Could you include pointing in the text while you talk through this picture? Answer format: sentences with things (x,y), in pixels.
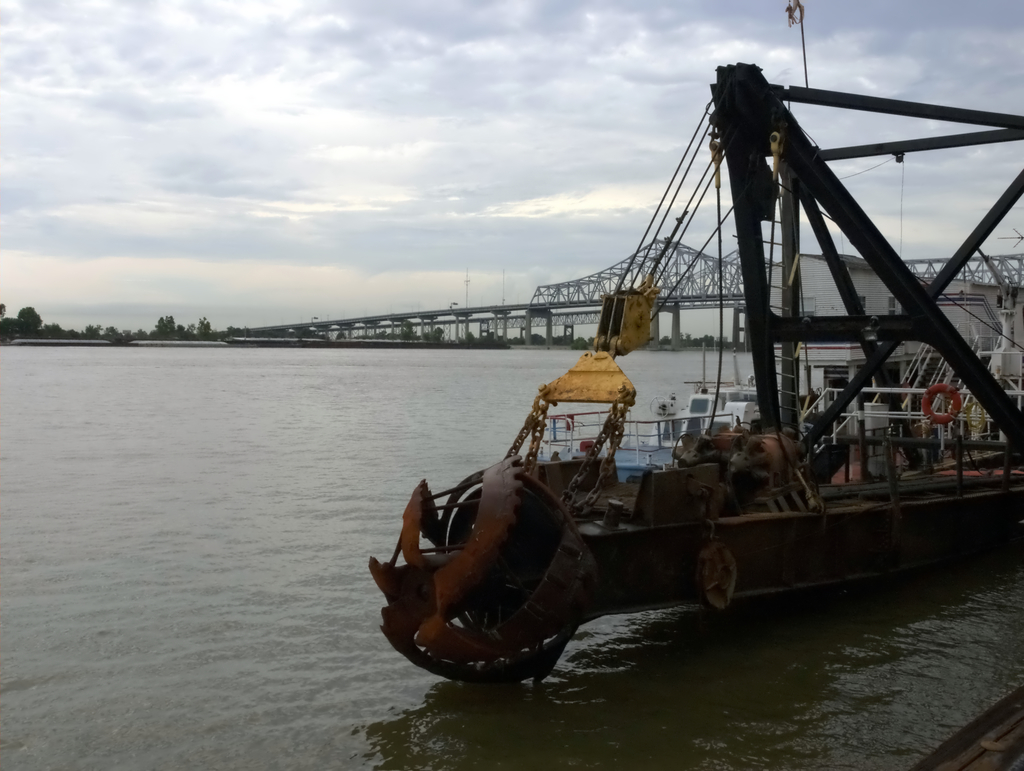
In this image there is a ship (613,543) on a river (317,406), and there is a bridge (357,322), in the background (225,336) there are trees (261,336) and the sky (320,189).
